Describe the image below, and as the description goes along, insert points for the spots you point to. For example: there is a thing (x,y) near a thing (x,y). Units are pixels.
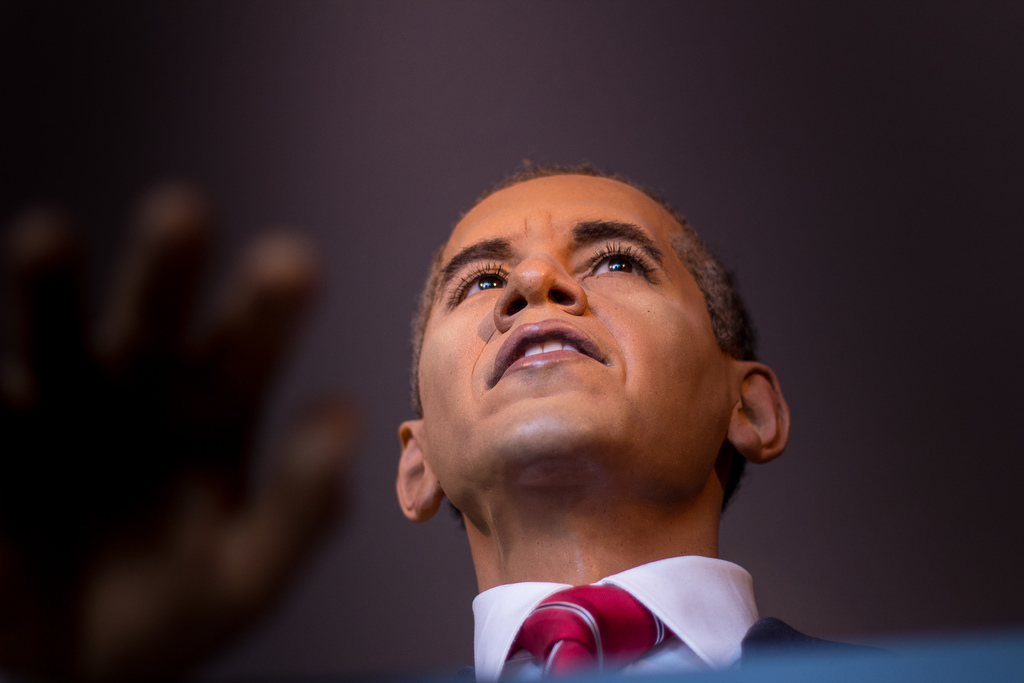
In the middle of the image (665,285) we can see a person (759,619). Around the person (687,420) it is blurry.
